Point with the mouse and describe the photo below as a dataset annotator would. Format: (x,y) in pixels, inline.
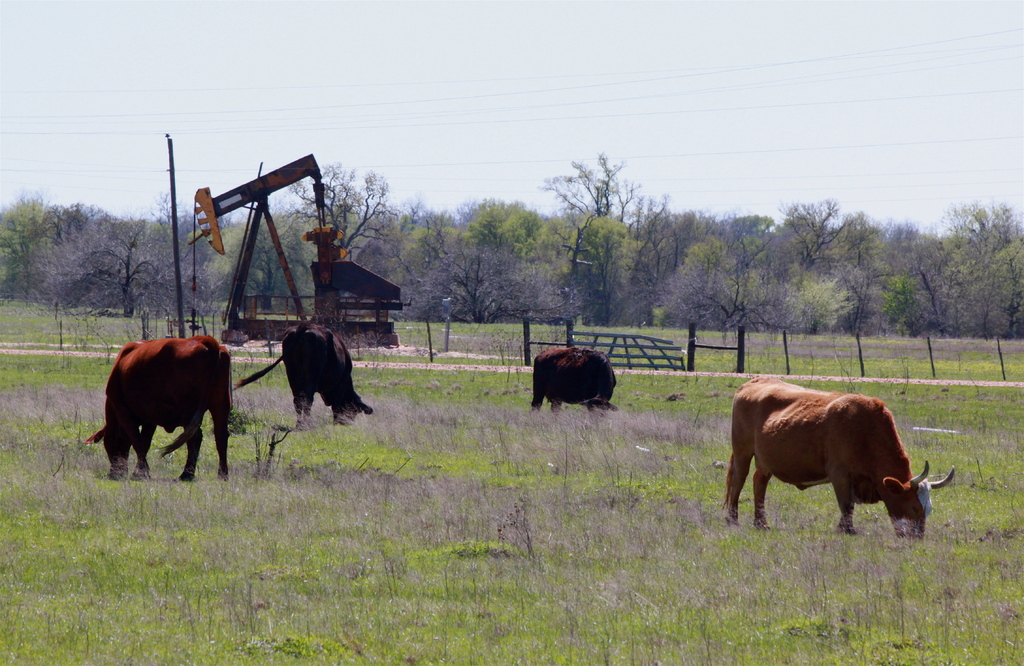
In this image we can see the animals (585,367) eating the grass (79,643). We can also see the path (658,375), fence (614,344), oil pump (313,161) and also many trees (435,230). We can see the electrical pole (181,333) with the wires (150,171). Sky (369,134) is also visible in this image.
